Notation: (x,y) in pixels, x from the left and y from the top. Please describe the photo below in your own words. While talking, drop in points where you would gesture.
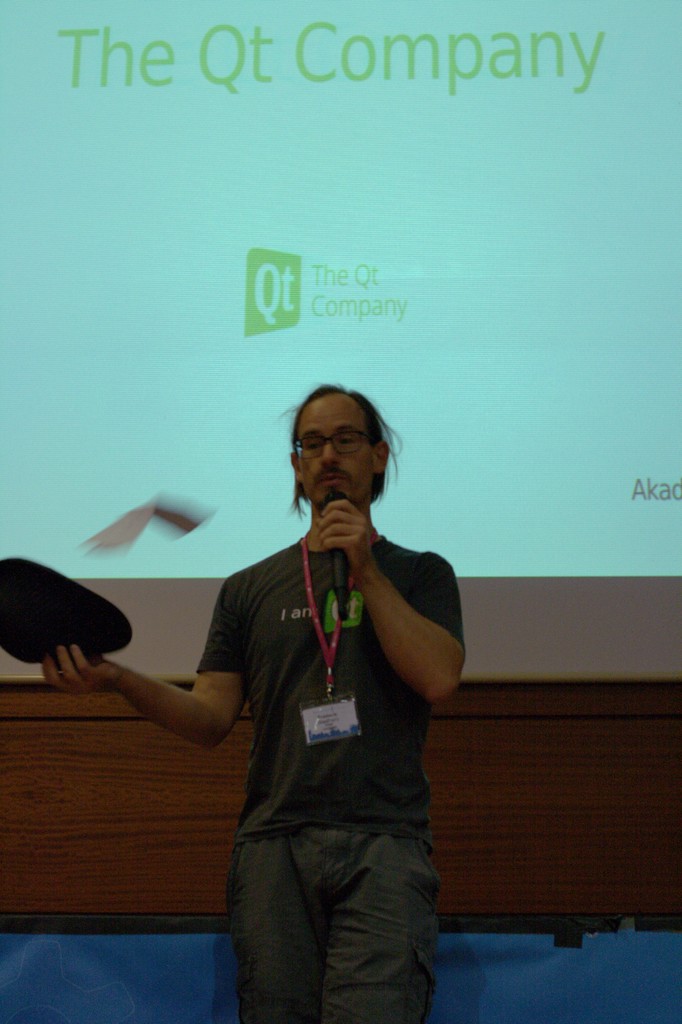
In this image there is a man (362,663) standing on the stage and speaking in microphone (338,523), behind him there is a screen (26,555).
